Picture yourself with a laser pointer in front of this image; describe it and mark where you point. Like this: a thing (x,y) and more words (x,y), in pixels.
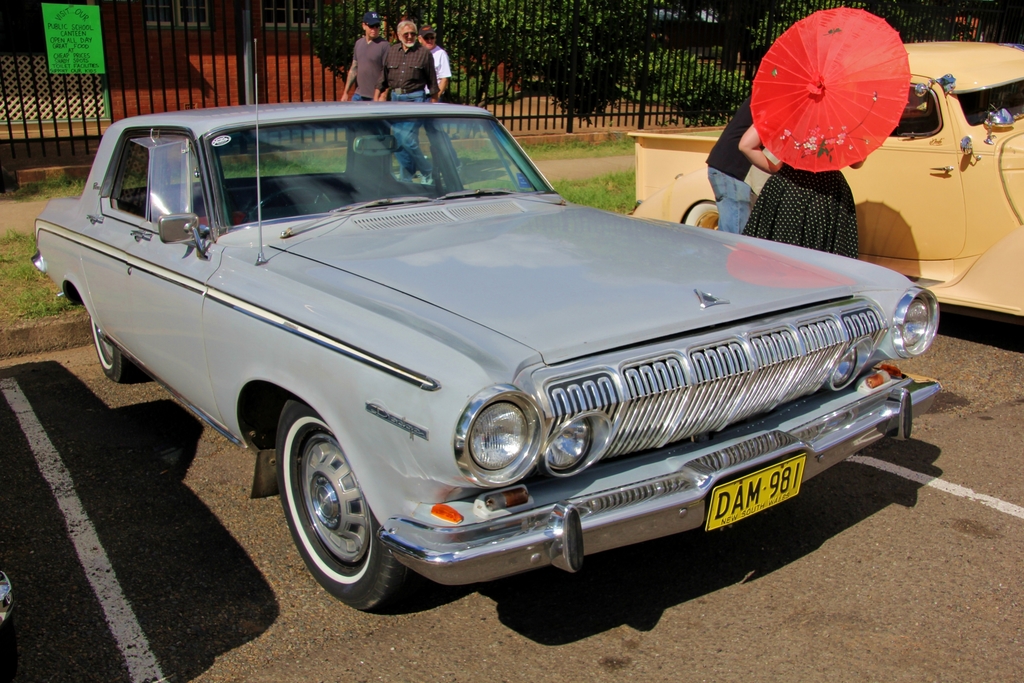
In this image I can see two vehicles (763,302). In front (783,302) the vehicle (469,183) is in gray color and I can see few people (771,208) standing and the person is holding an umbrella (857,73) and the umbrella (837,73) is in red color. In the background (474,48) I can see the railing (515,61), few trees (594,85) in green color and the building (220,60) is in brown color.
